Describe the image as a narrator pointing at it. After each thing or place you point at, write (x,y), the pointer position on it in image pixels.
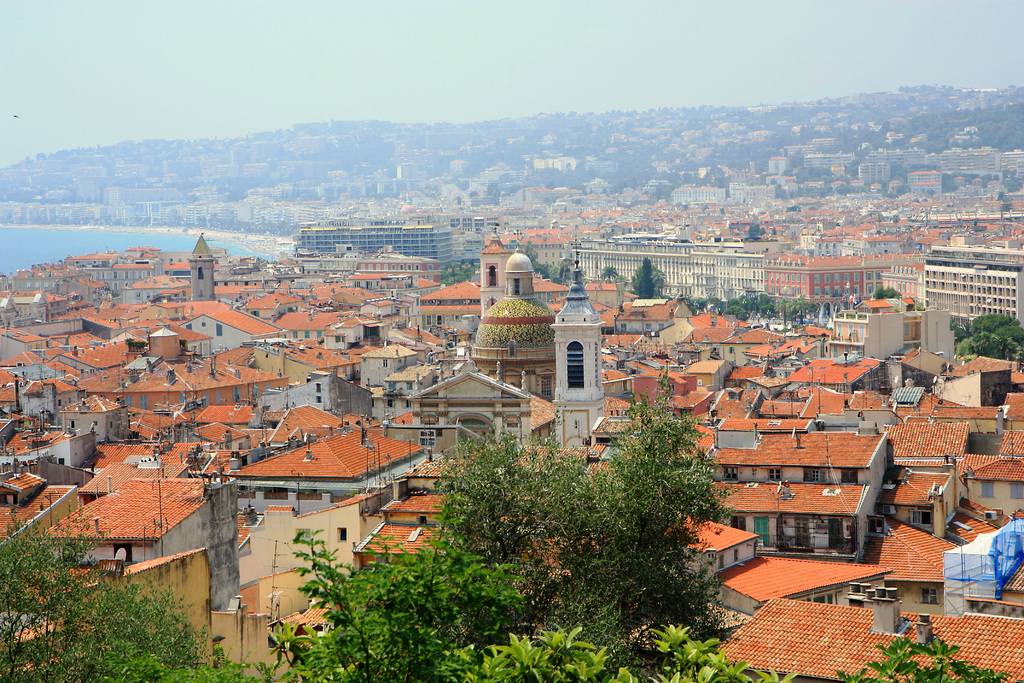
In this image, we can see buildings (667,272) and roof houses (402,208). There is a beach (252,244) on the left side of the image (188,244). There are trees (663,590) at the bottom of the image (544,523). At the top of the image (566,25), we can see the sky (394,38).
